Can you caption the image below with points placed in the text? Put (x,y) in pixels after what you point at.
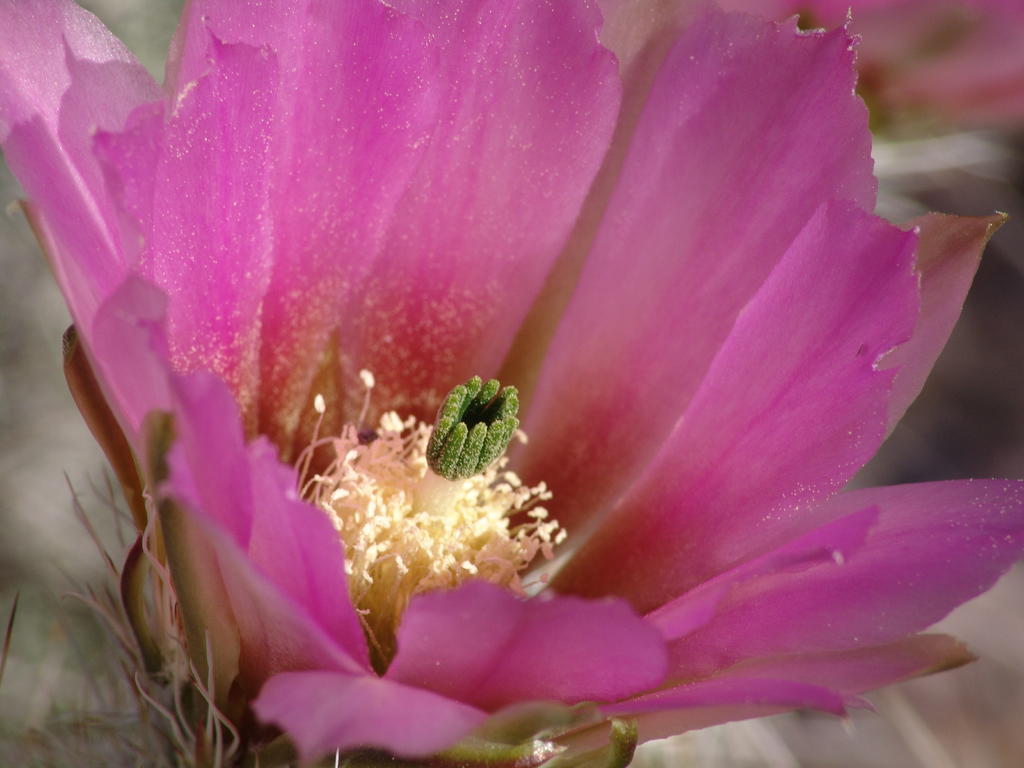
In the foreground of this image (149,336), there is a pink color flower (161,323) and the pollen grains (397,504) in it.
